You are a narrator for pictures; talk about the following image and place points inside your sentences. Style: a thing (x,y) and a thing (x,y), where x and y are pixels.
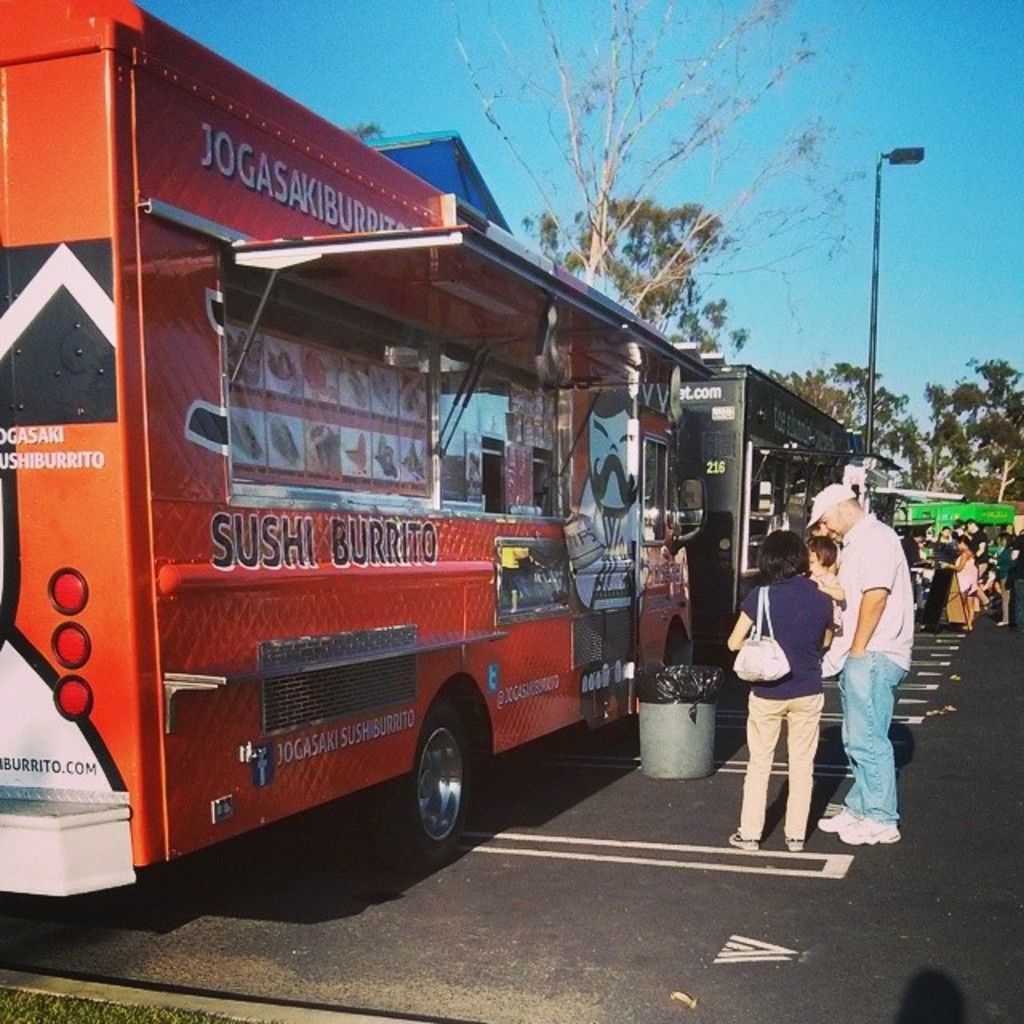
In the image in the center (348,672), we can see a few vehicles (287,723) on the road (659,945). And we can see a few people (963,561) are standing and holding some objects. In the background (592,233) we can see the sky (708,33), trees (579,137), pole (878,281), road (862,881), dustbin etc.
